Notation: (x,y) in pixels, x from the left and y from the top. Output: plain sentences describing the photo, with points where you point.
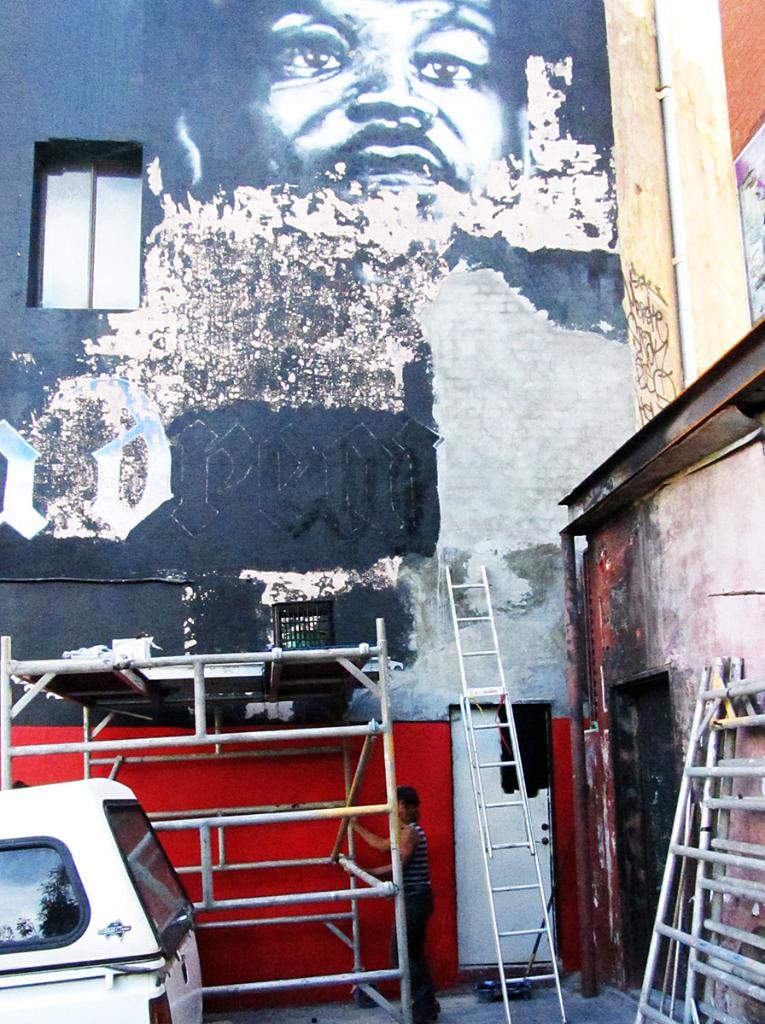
In this image, we can see a painting (335,215) on the building (398,354) and at the bottom (77,868), we can see some ladders (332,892), a vehicle (135,927) and a person (426,913) standing.
